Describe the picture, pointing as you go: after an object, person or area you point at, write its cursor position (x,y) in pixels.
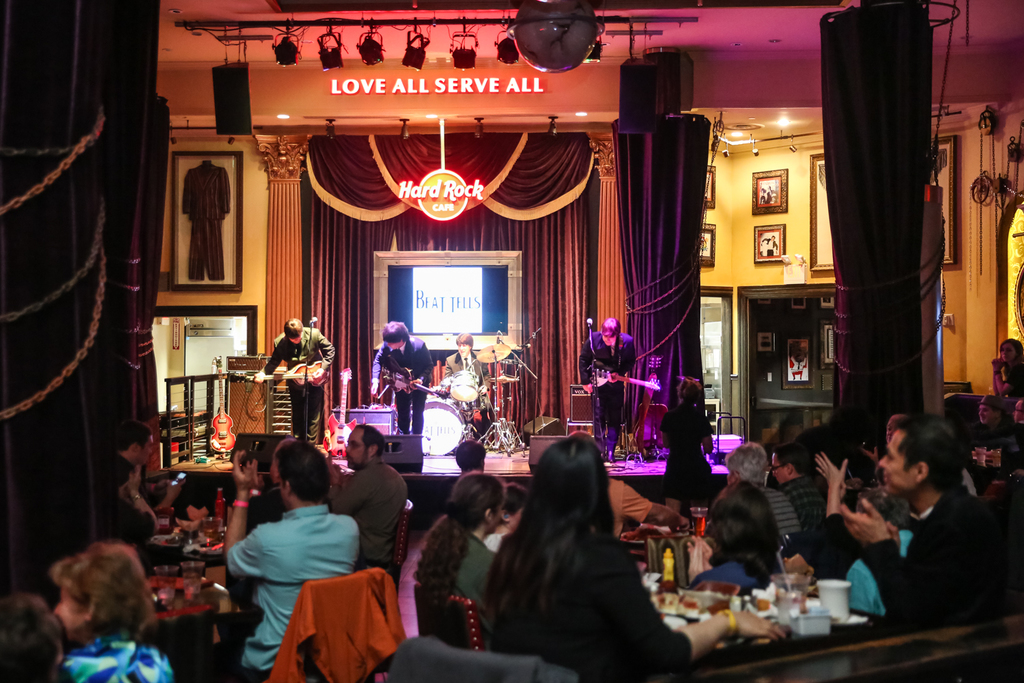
This picture is clicked inside the hall (319,491). In the foreground (235,534) we can see the group of persons (423,551) sitting on the chairs (311,589) and we can see the glasses (207,520) and some other objects (757,589) are placed on the top of the tables (172,549) and we can see the group of persons (309,406) standing and seems to be playing guitars (633,381) and we can see a person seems to be sitting and seems to be playing drums (471,389) and we can see the microphones (313,322) and some musical instruments (504,353). At the top (735,28) there is a roof (739,48) and the focusing lights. In the background (773,229) we can see the wall (253,209), ceiling lights (786,123), picture frames (818,194) hanging on the wall (739,195) and we can see some objects (1010,195) hanging on the wall (789,166) and we can see the curtains (661,123), text (464,305) on the screen (448,301) and we can see the text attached to the wall (565,78) and many other objects (564,61).
